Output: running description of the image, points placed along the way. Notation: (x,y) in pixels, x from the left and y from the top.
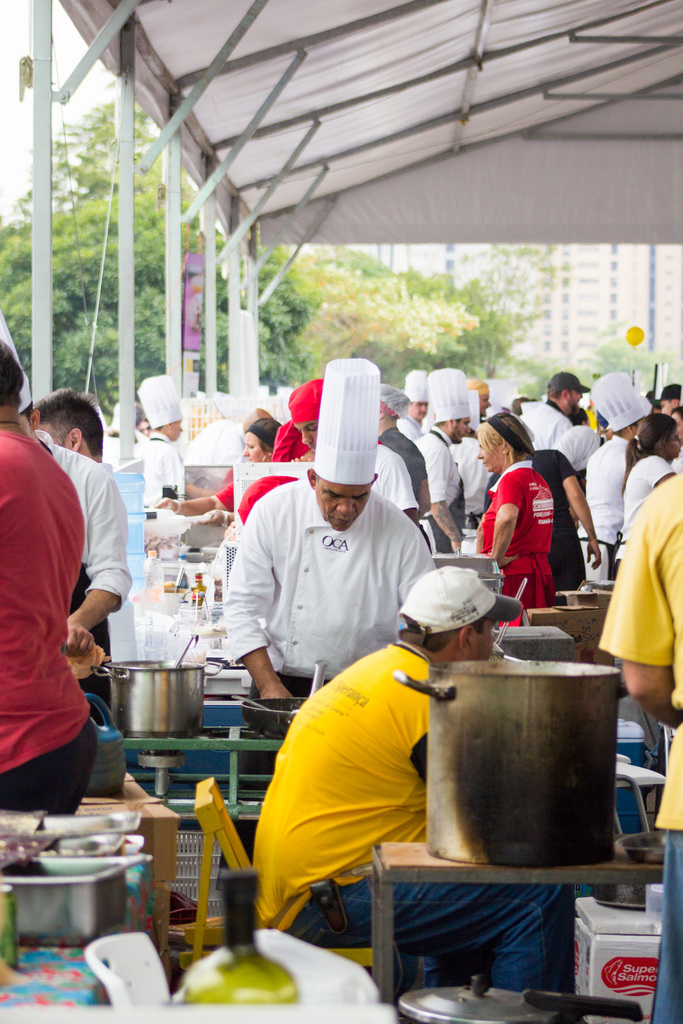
In this image we can see there are groups of people (507,507) in the tent (388,199). And there is a cloth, bottle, bowl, spoon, chairs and a few objects (572,701). And there are trees (533,268), building (571,267) and the sky (62,80).
